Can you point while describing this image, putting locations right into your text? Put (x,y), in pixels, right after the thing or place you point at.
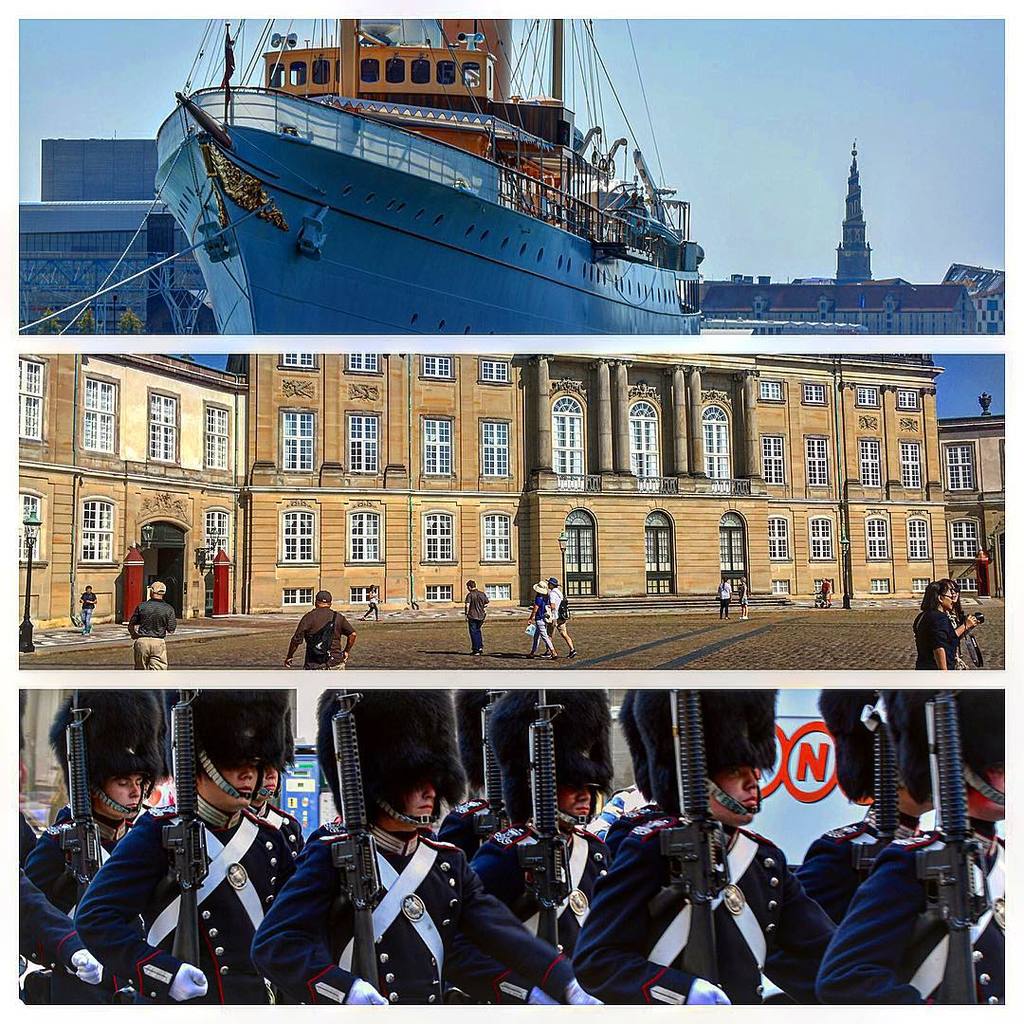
This picture is a collage picture. In the top of the image (305,140) there is a ship (439,141). In the middle of the image (505,548) there is a building (469,469) and there are group of people (951,589) walking on the road (995,601). At the bottom (663,868) there are group of people (575,802) holding the guns (538,730).
